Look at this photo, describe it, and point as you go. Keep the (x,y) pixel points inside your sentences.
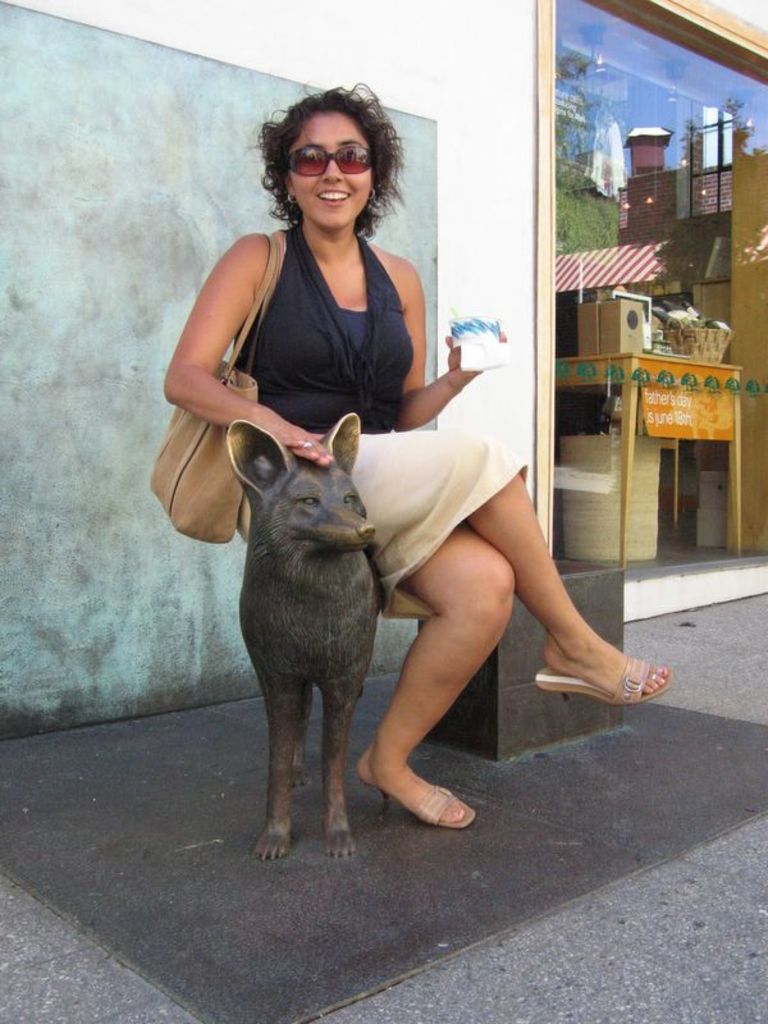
This picture describes about a woman (294,267) she seated on the dog statue (291,595) and she wears a bag (198,476), in the background (473,113) we can see a building (446,91), a glass door (558,181) and some objects (646,301) on the table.
